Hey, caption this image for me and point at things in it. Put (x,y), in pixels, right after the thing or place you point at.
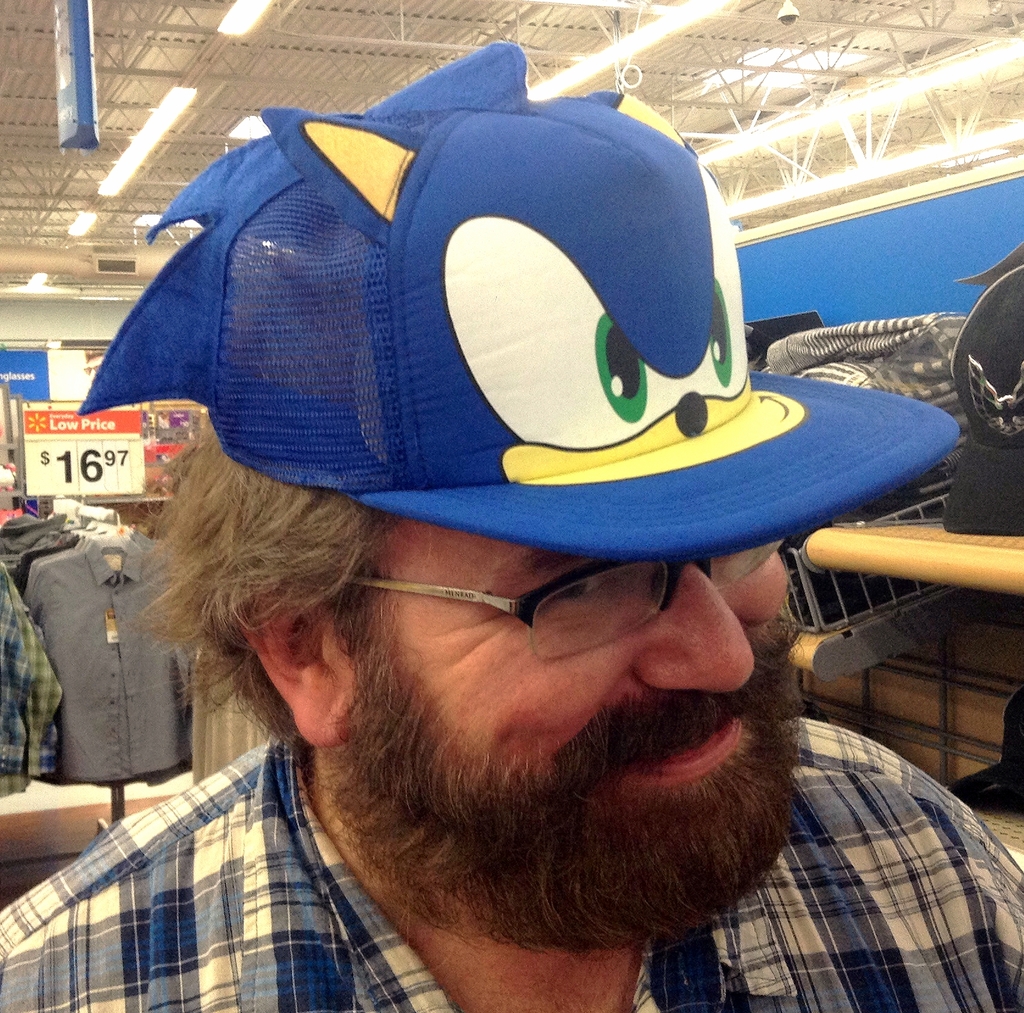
In this image there is a man (659,915) towards the bottom of the image (570,701), he is wearing a cap (478,267), there are shirts (131,644), there is a board (86,448), there is text (54,423) on the board (121,445), there is number (109,459) on the board (93,459), there is a cap (994,397) on the table (904,542) towards the right of the image (987,353), there is the roof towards the top of the image (643,95), there are lights (872,108) on the roof (405,63).
